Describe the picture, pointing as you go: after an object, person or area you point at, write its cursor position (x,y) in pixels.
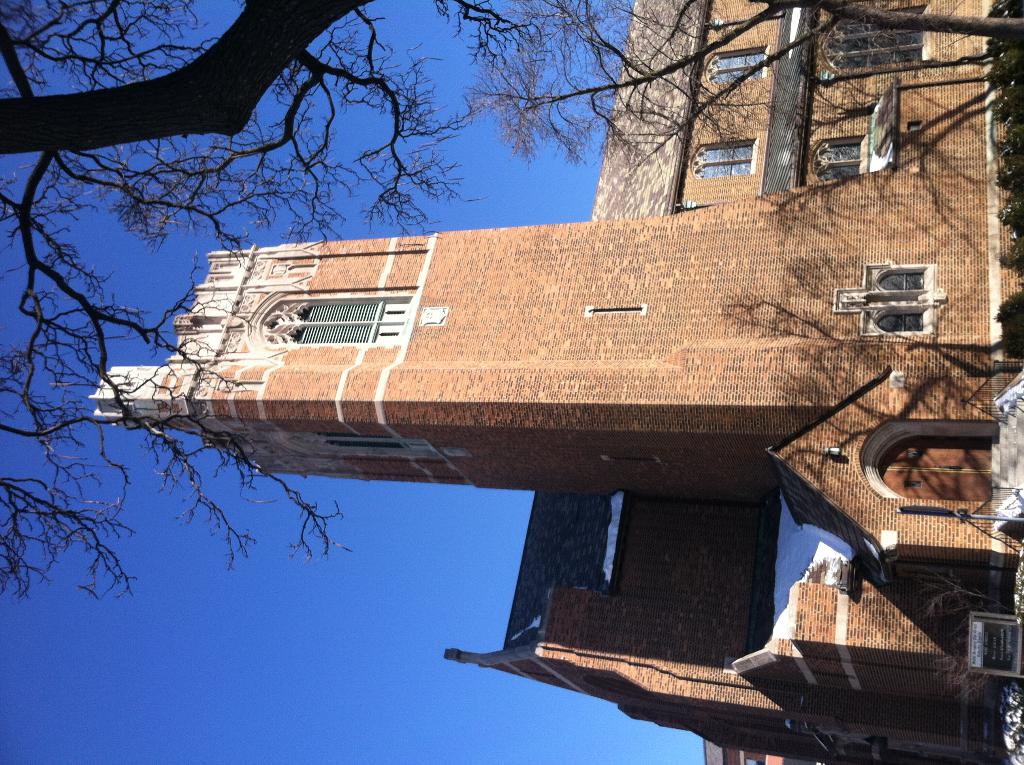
This image is taken outdoors. On the left side of the image (215,640) there is a sky (303,604) and there is a tree (167,110). On the right side of the image (835,283) there is a building (825,425) with walls (668,321), windows (326,318), a door (908,485) and a roof (556,564). There is a board (987,659) with a text (979,647) on it and there is a tree (763,13).
